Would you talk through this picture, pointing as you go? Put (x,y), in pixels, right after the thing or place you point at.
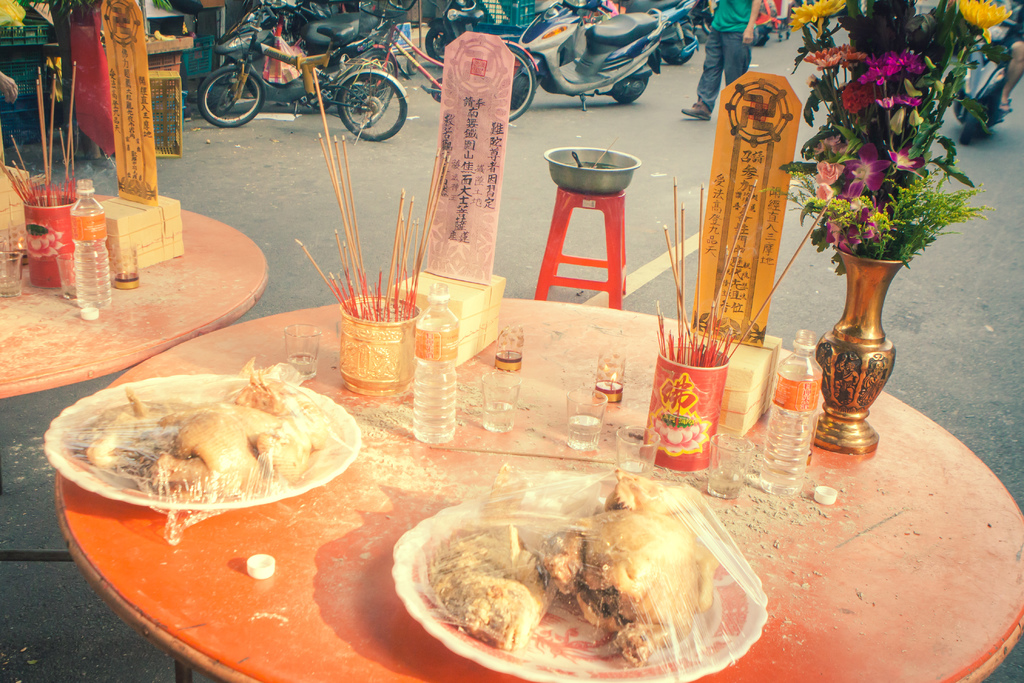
In this image there are tables (412,661). There are plates (572,570). There is a chicken pieces (597,533) on the plates (547,607). There is a road (520,232). There are vehicles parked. There is a flower vase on the table (900,437). There are people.
